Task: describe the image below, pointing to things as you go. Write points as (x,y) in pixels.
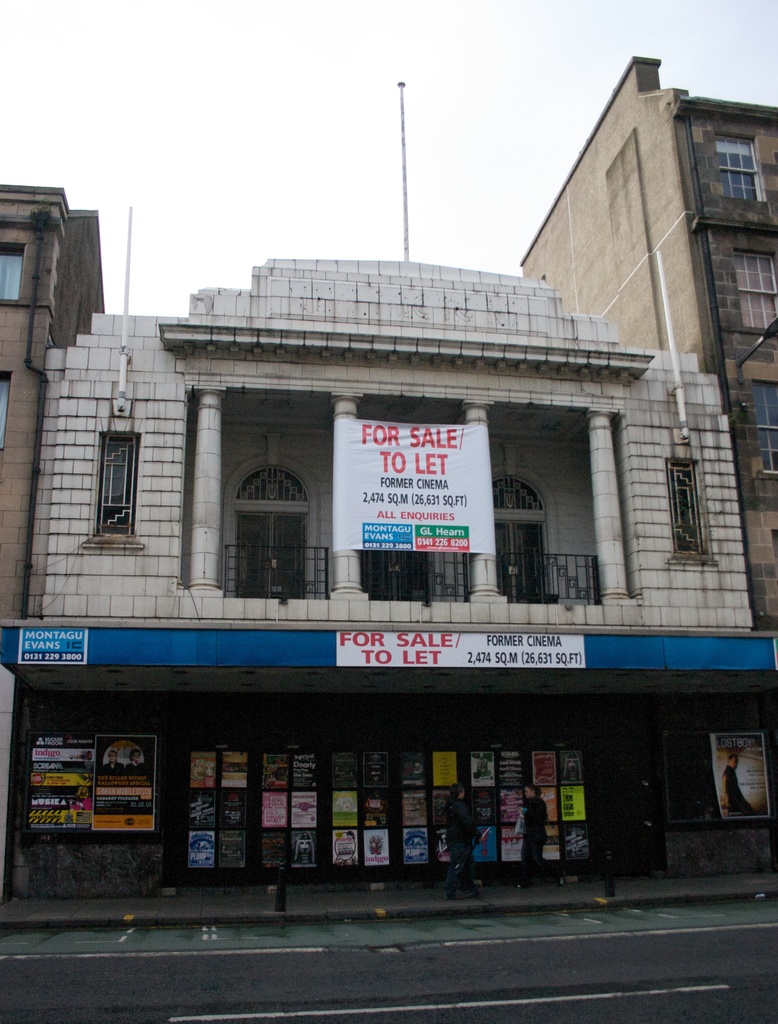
In the center of the image (512,454), we can see building (260,648), banner (441,515), boards (246,650) and some posters (316,770) are posted on the wall (385,829) and we can see a person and some poles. At the bottom (395,972), there is road (660,924) and at the top (226,159), there is sky (177,131).
